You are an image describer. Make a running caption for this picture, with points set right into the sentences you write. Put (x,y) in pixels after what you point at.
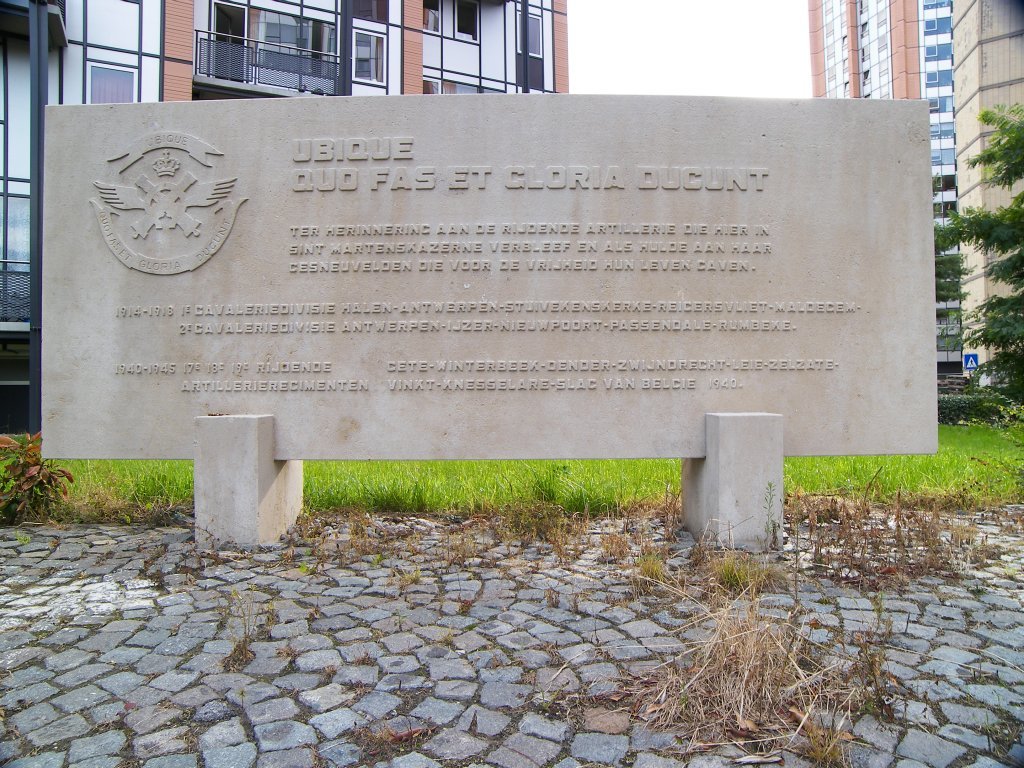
In this image, in the middle (527,323), we can see a board (538,365), on the board (556,386), we can see some text (295,328) written on it. On the right side (1018,334), we can see some trees (1001,389) and plants (1008,221), building (972,24), glass window (943,52). On the left side (254,42), we can also see a building (428,61), glass window (384,59), balcony (280,58) and a door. At the top (706,52), we can see a sky (725,49), at the bottom (921,521), we can see a grass (913,478) and a land (360,586) with some stones (446,605).
